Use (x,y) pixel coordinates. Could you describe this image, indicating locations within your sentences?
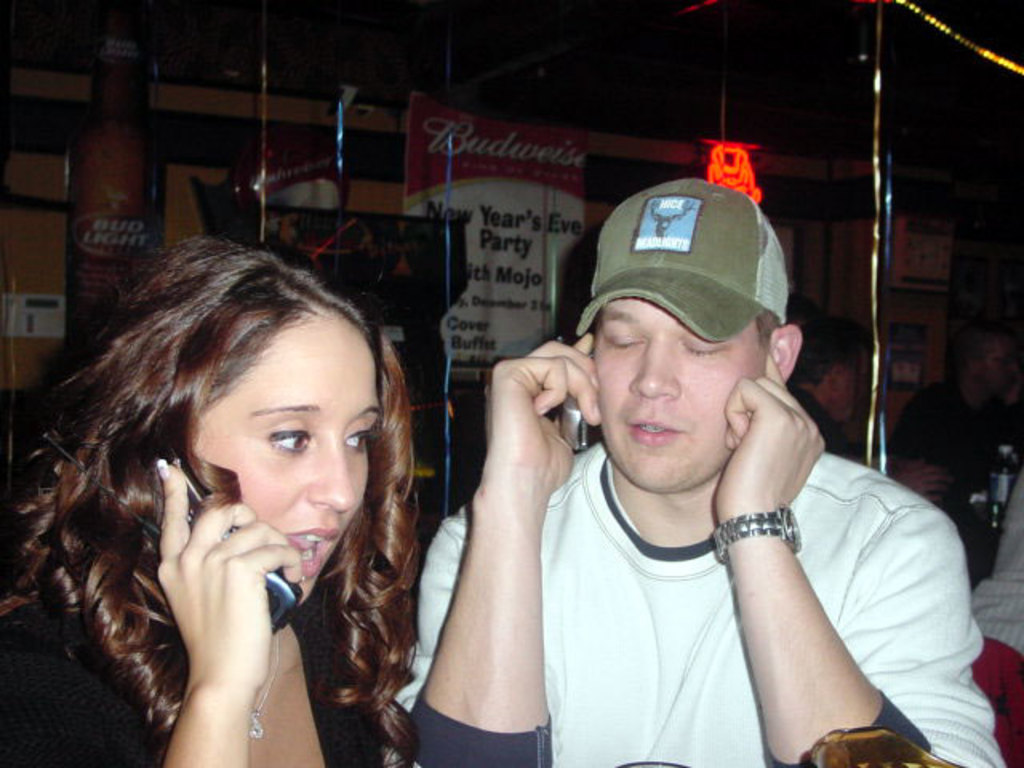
In this image there are two people (404,667) sitting on chairs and talking on mobile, in the background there are banners (464,125), on that banners (452,203) there is some text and few people (977,381) sitting on chairs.
